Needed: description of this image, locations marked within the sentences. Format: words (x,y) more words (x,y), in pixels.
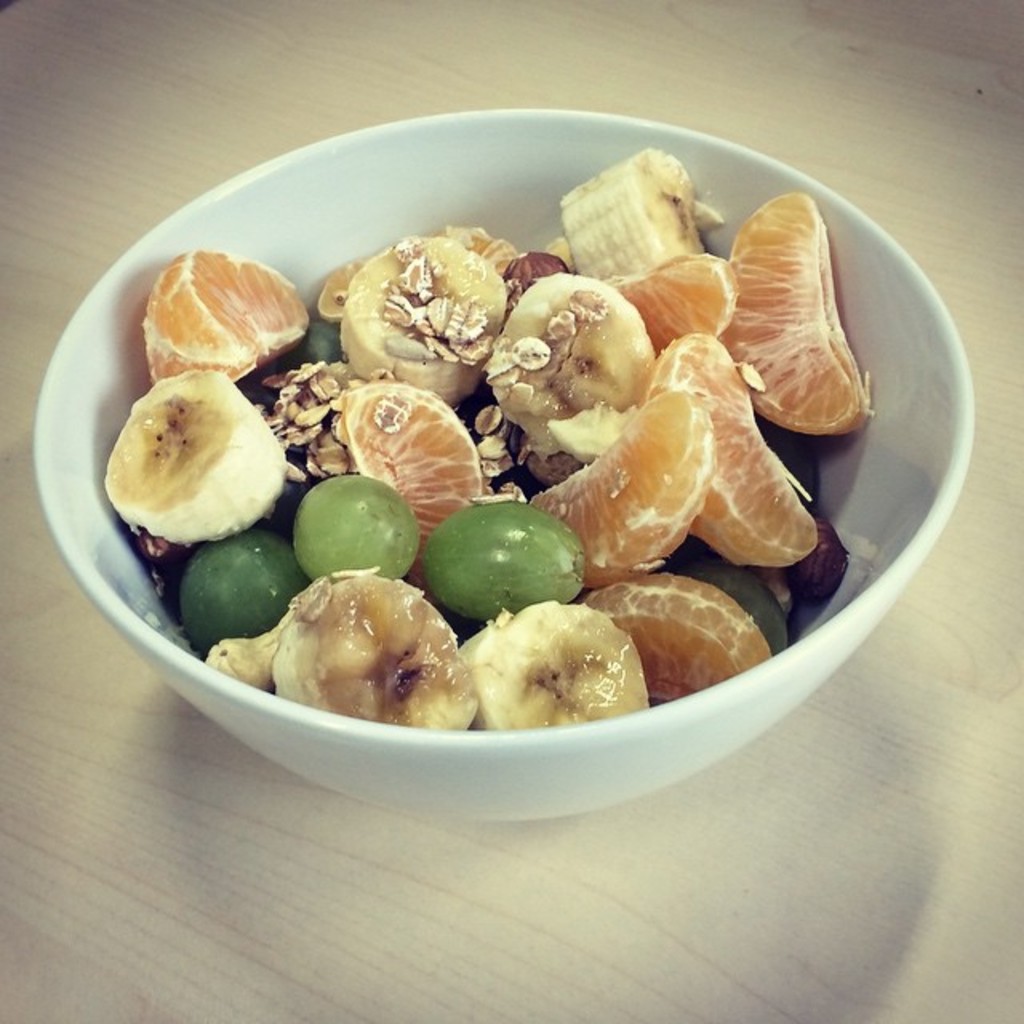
In this picture I can observe some fruits (627,485) in the white color bowl (476,190). I can observe oranges (793,327), bananas (556,430) and grapes (332,491) in the bowl (310,281).
